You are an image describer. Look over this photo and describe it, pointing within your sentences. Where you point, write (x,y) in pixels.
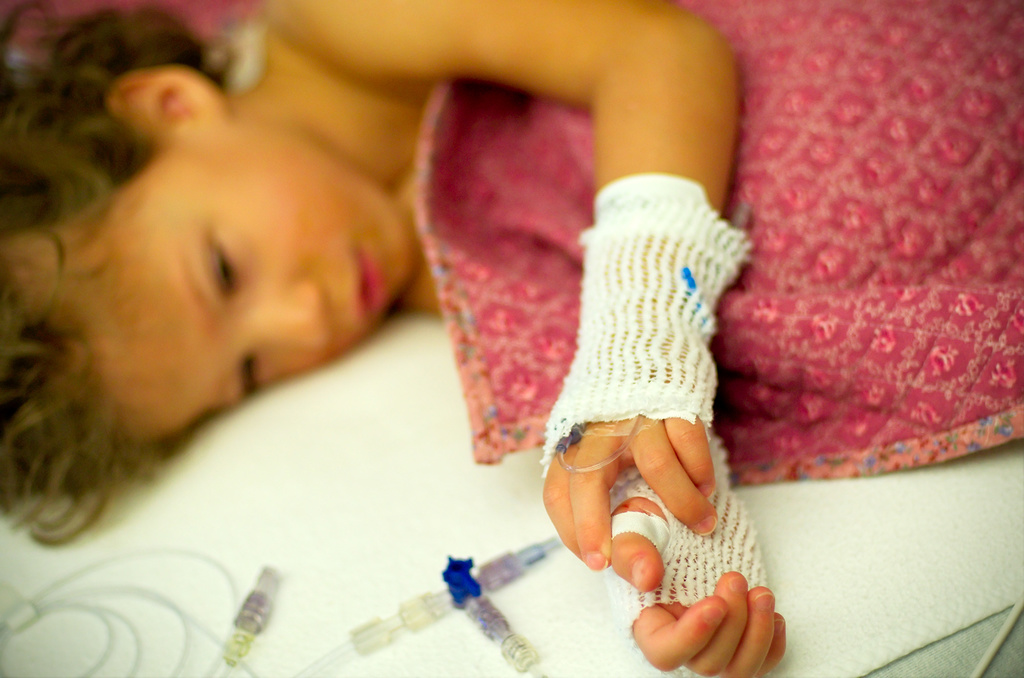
In this image we can see a kid (263,172) lying on the bed (972,555) with the bandages (689,407) to the hands (762,655). We can also see the blanket (770,276). We can see the tubes (448,596).
